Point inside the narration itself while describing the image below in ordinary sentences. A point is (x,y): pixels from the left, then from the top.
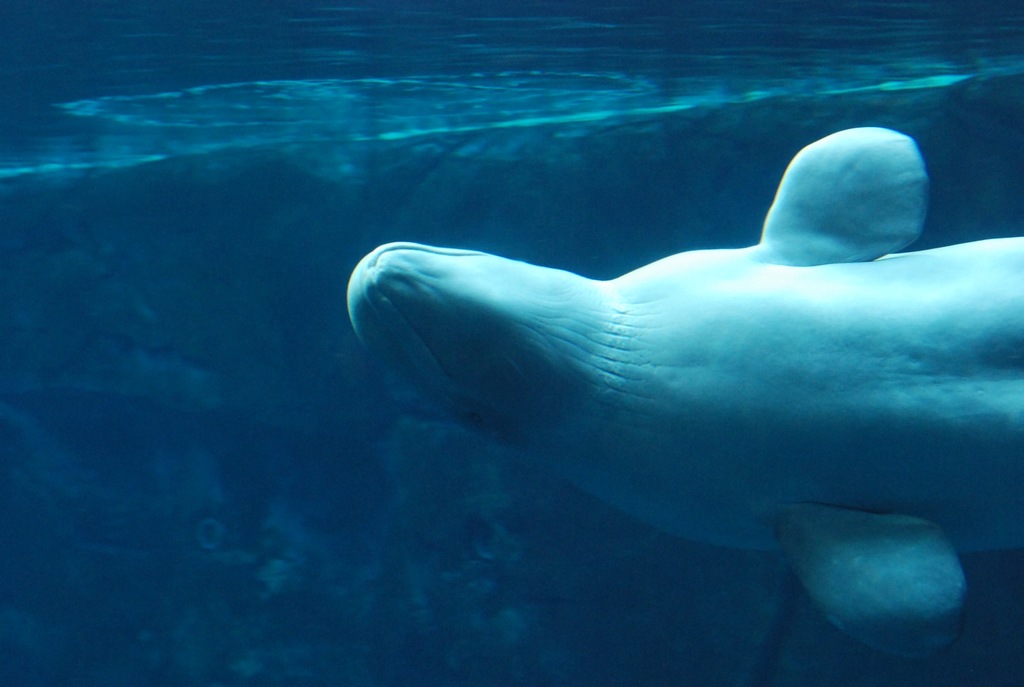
In this image I can see an aquatic animal (637,471) in the water (313,406). I can see the water (293,149) in blue color.
